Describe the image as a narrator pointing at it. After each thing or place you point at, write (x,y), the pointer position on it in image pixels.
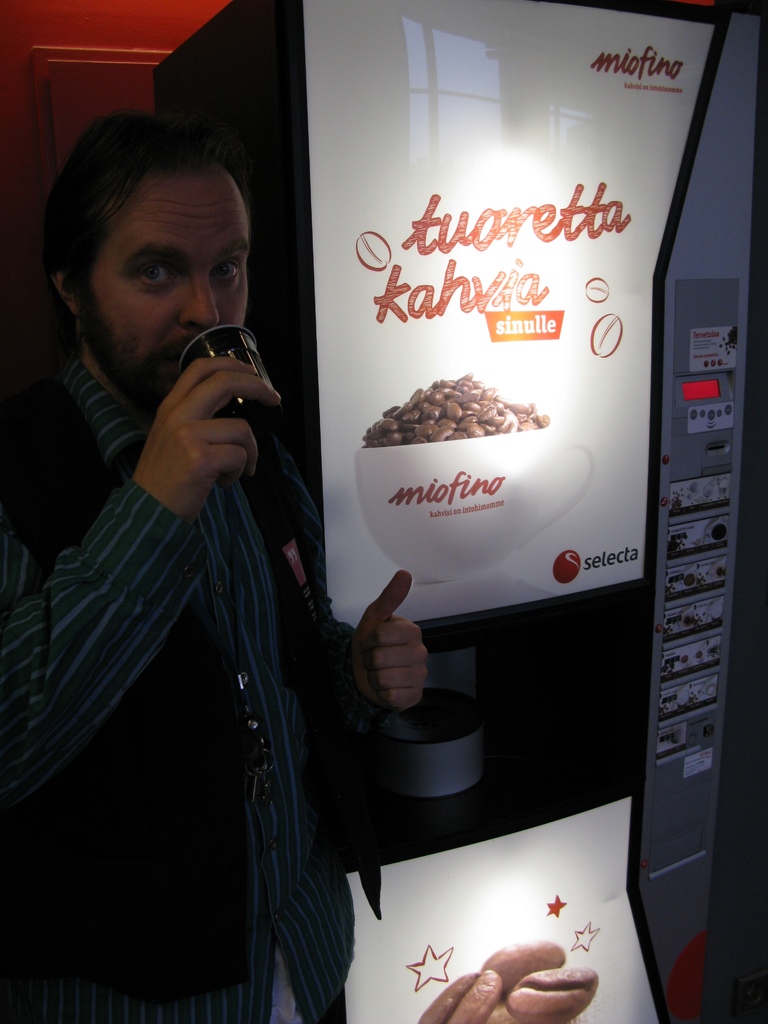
In this image on the left side (201,383) there is one person (241,428) and he is holding a cup (223,343) and drinking, and beside him there is a coffee machine (513,562). On the machine (491,464) there is text (533,298), and in the background (87,71) there is wall (105,91).
